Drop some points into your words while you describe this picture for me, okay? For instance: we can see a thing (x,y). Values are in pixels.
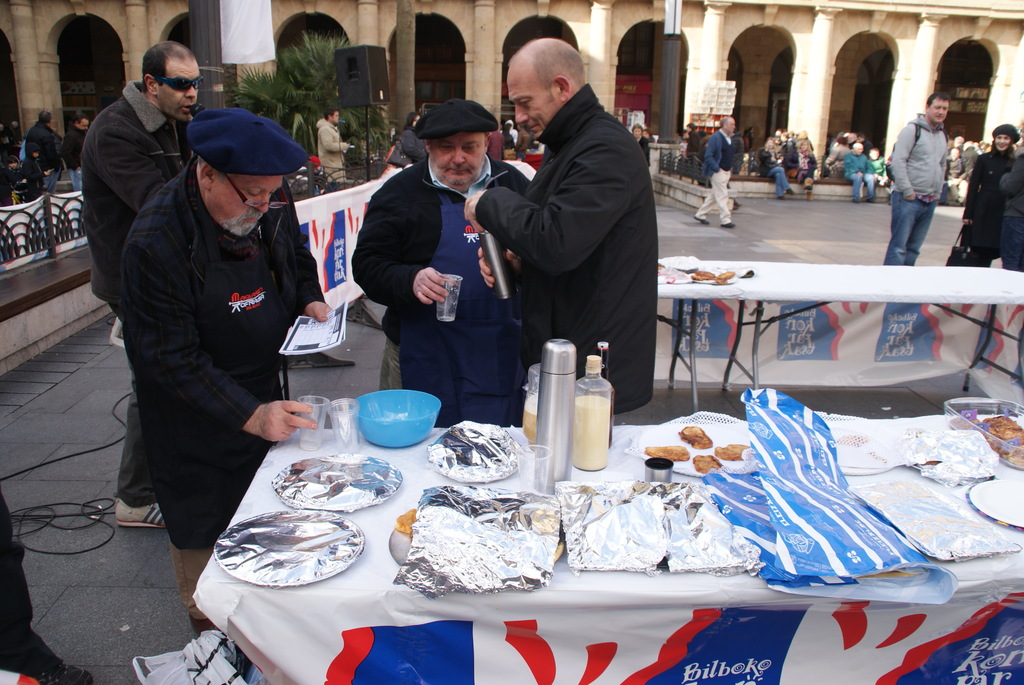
In this image I can see number of people (554,324) are standing in the front (463,195) and in the background (837,160) I can see few people (960,145) are sitting. I can also see few tables (761,282) on the right side (792,278) and on it I can see few plates (638,459), food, few bottles (563,446), few glasses (339,431) and aluminium foils (601,511). I can also see few other stuffs (846,417) on these tables (695,666). In the background (472,49) I can see a tree (314,75), a building (432,19), few boards (222,35) and in the front (290,292) I can see one person (200,271) is holding a white colour thing (309,319) and I can also see one of them is holding a glass (442,286) and near him I can see one is holding a bottle (506,279).
